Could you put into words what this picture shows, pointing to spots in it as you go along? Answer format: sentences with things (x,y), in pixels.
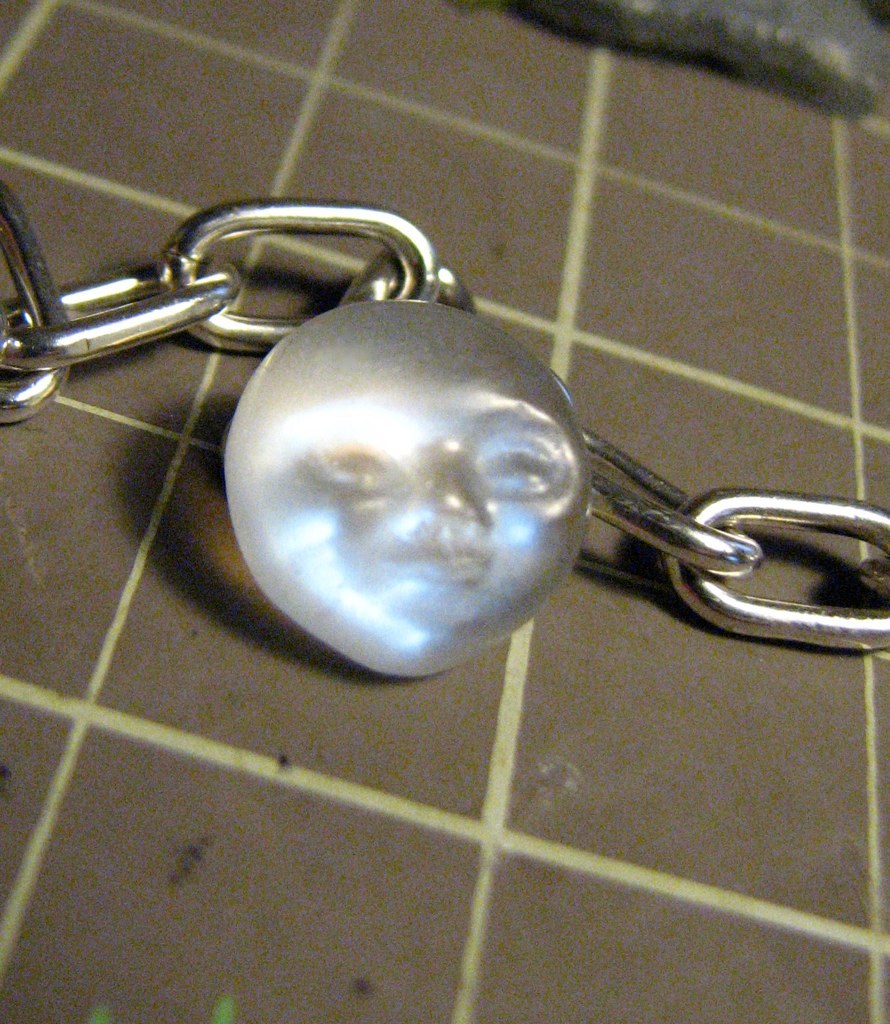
In this image I can see a metal chain (177,311) which is placed on a board (203,787). To this metal chain (735,612) there is a locket (429,585) which is looking like a person's face (411,496).
